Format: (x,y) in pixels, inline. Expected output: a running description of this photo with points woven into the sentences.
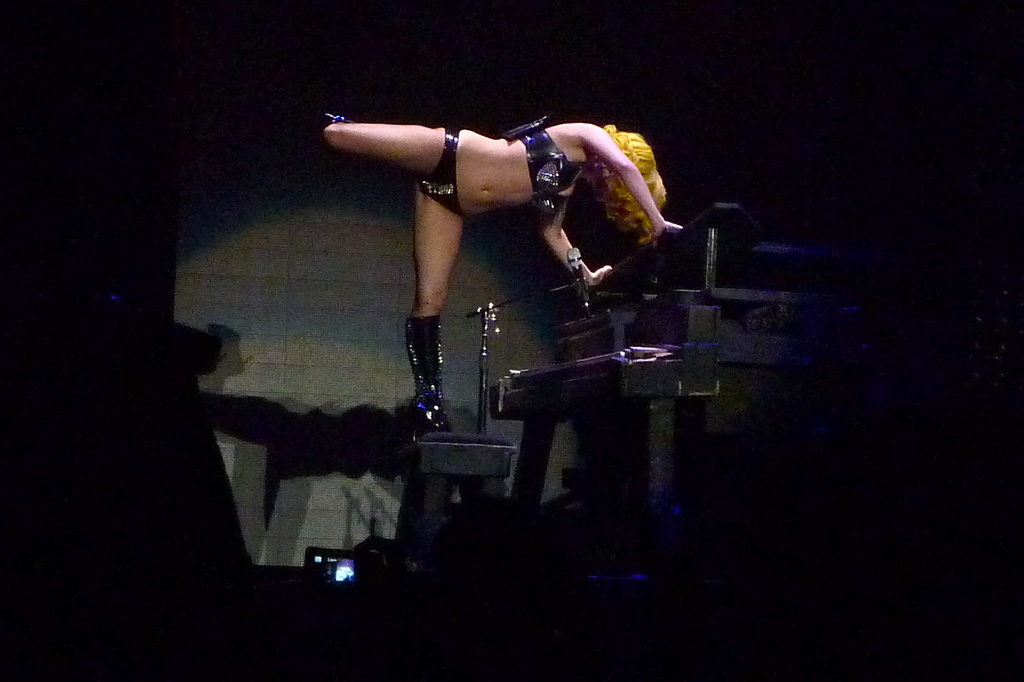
In this image we can see a lady (504,196). There are few objects (628,394) in the image. There is a camera (337,557) in the image.
